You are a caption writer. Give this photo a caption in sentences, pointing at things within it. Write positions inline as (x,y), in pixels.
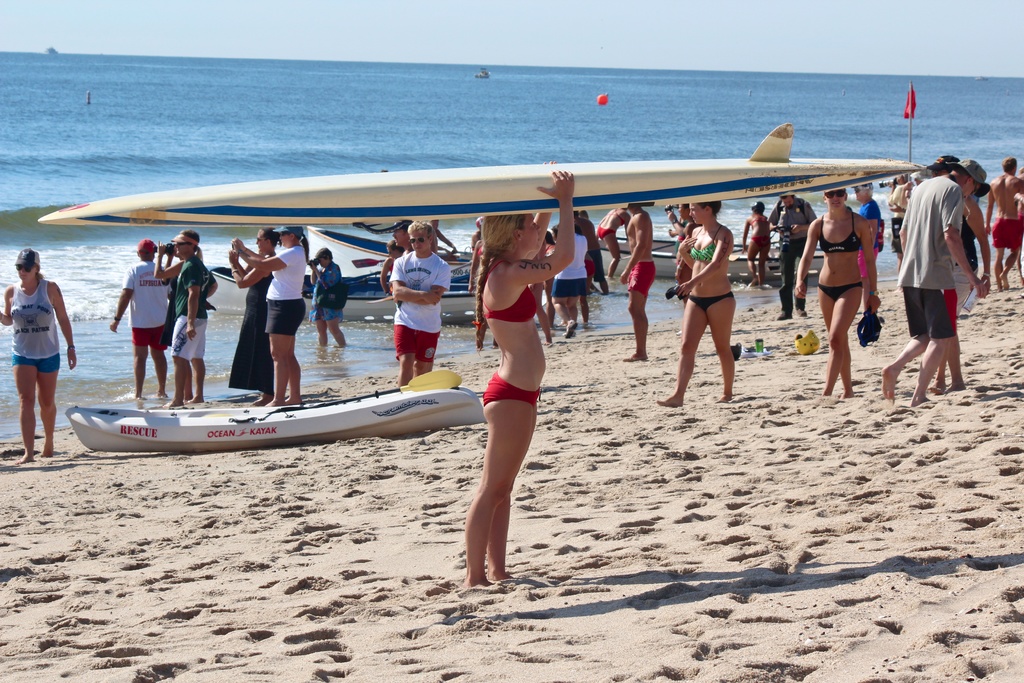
In this image I can see the sea (717,94), in front of sea (959,91) I can see boats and group of persons (970,218), in the foreground (431,192) I can see a woman (470,537) holding a surfboard (587,180) on her head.
